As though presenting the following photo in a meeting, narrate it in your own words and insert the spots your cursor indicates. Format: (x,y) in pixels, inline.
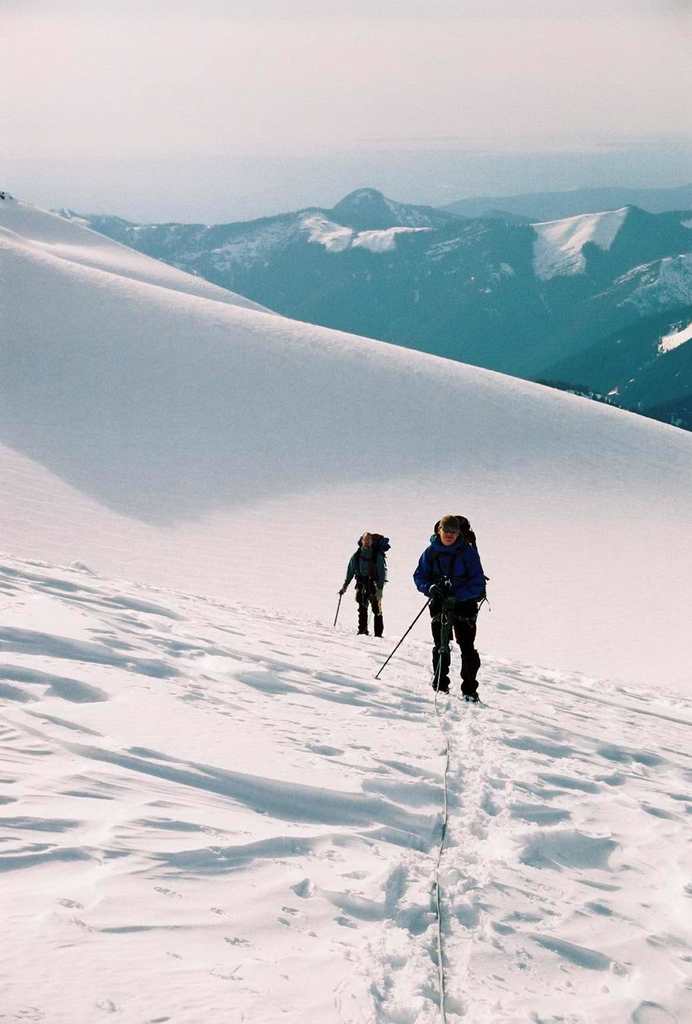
In this image, there is snow (528,976) in white color, there are some people (379,607) walking and they are holding ski sticks (414,621), at the background (445,247) there are some mountains (403,232) and at the top (435,125) there is a sky (431,81).
